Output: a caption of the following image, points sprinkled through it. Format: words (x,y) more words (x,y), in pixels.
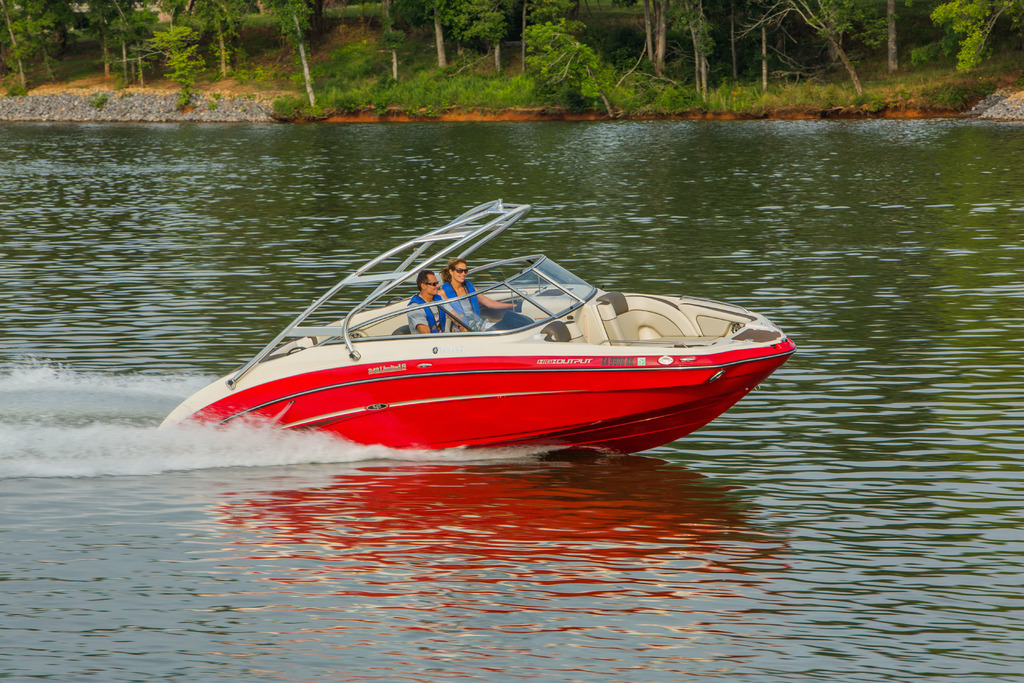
In this image I see a boat (406,303) which is of white and red in color and I see a man (425,313) and a woman (442,289) on it and I see the water (627,129). In the background (238,92) I see the ground (400,72) on which I see grass (400,72), plants (400,72) and the trees (836,27).
